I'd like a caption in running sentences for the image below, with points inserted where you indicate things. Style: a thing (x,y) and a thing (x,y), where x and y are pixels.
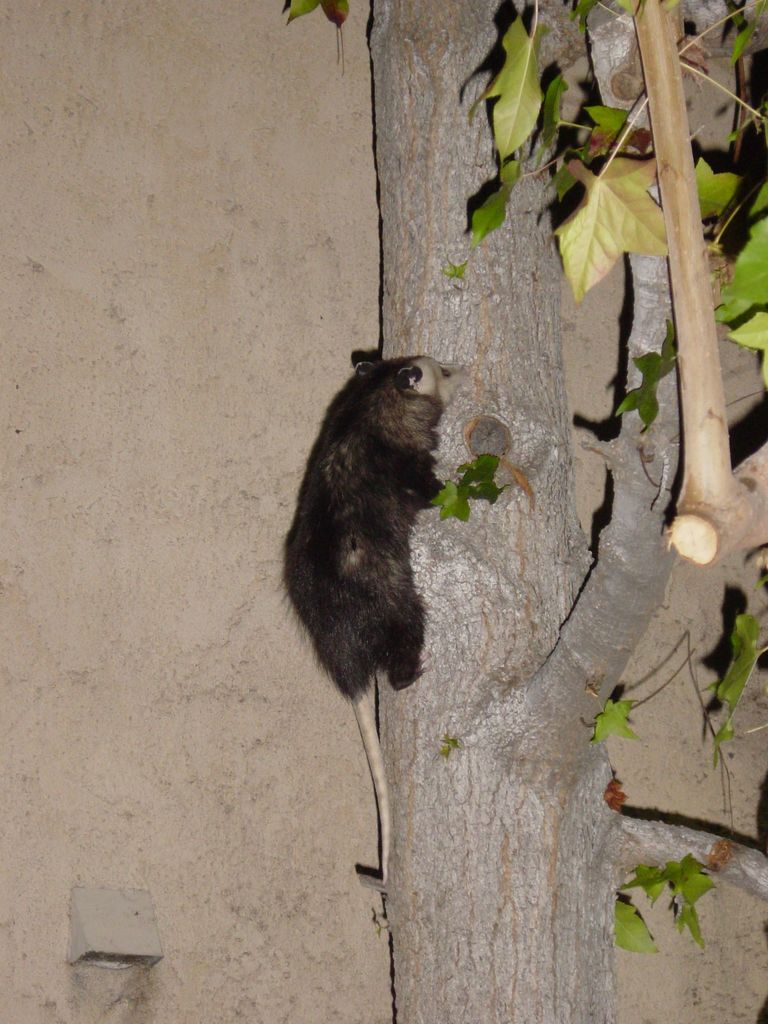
In this image I can see an animal (372,596) is on the tree (529,511).
